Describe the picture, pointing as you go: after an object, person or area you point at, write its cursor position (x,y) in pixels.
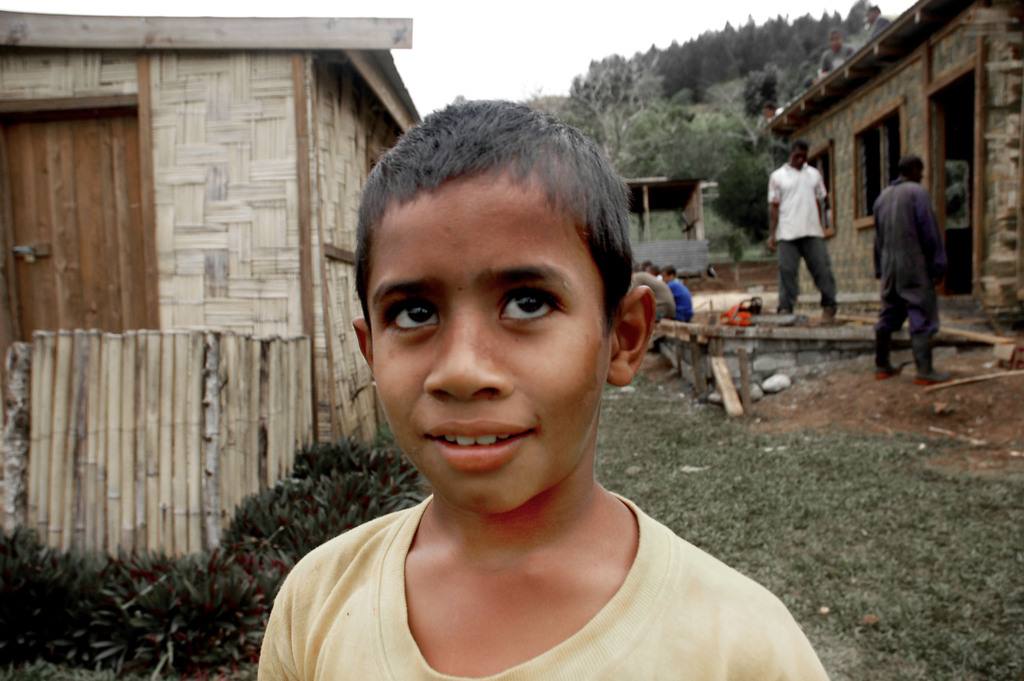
In this image I can see in the middle (417,391) there is a boy (547,555), he is looking at the top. It looks like there are wooden houses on either side of this image, on the right side (917,305) few people (661,302) are there. In the background (652,125) there are trees (671,122), at the top (639,23) there is the sky (611,41).
